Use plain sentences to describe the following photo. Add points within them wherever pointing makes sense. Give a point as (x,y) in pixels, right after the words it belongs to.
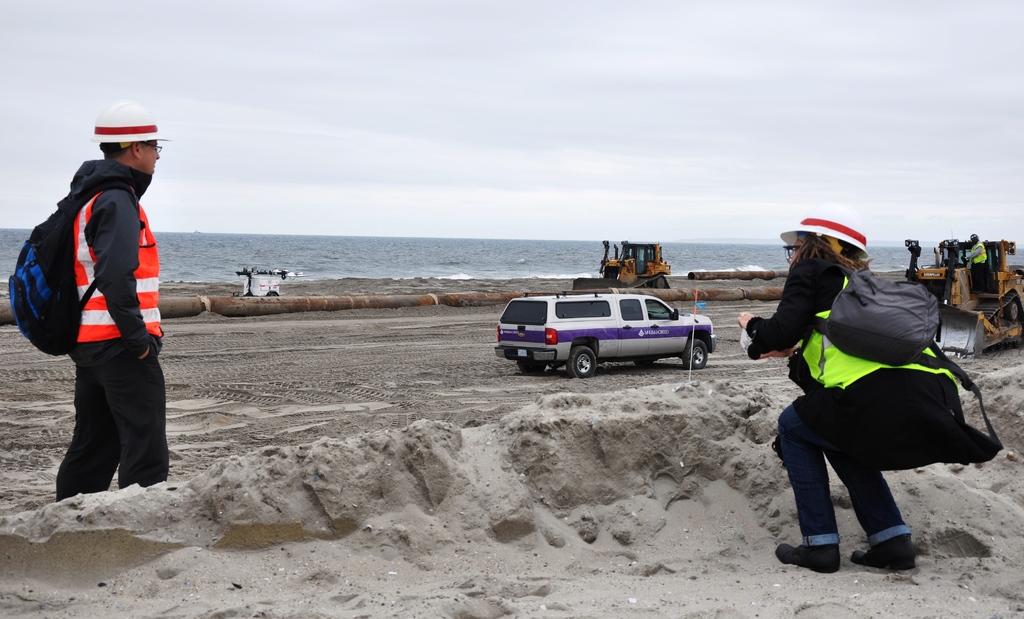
In this image I can see a two people (101,319) wearing bags (57,298). In front I can see vehicles (669,267). They are in different color. I can see water (445,269) and pipes (726,276). The sky (470,235) is in white and blue color. In front (576,514) I can see sand (480,492).
